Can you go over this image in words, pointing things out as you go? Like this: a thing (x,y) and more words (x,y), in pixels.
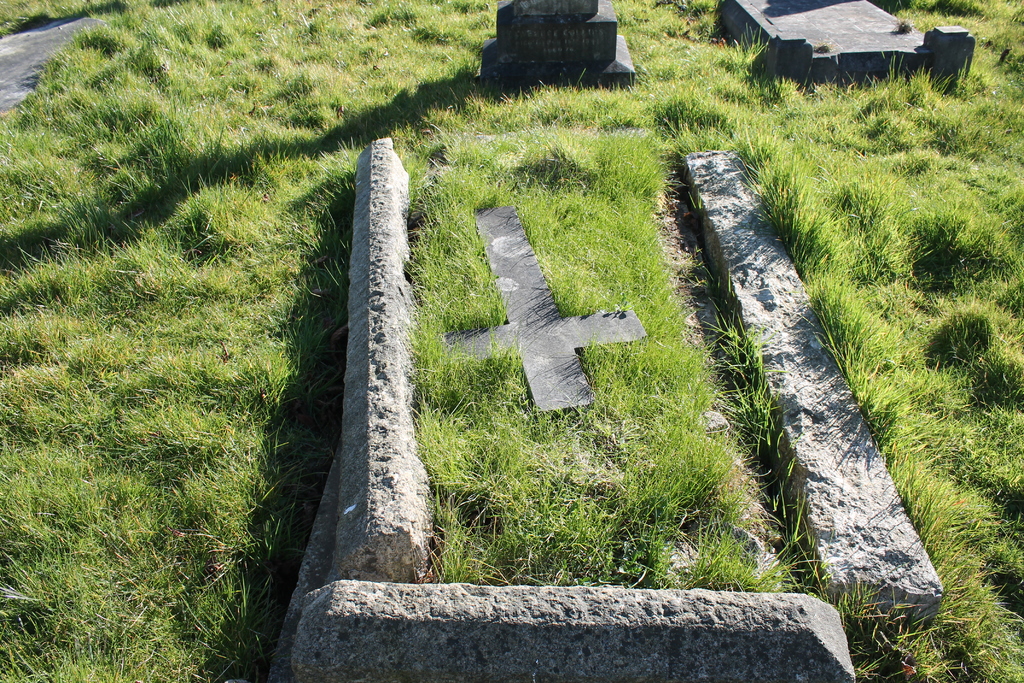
In this picture there is a view of a graveyard (288,433). In the front (443,594) there is a grave (865,583) with stone (813,382) and a cross mark (532,343). Behind there are some more grave stones (581,15).
